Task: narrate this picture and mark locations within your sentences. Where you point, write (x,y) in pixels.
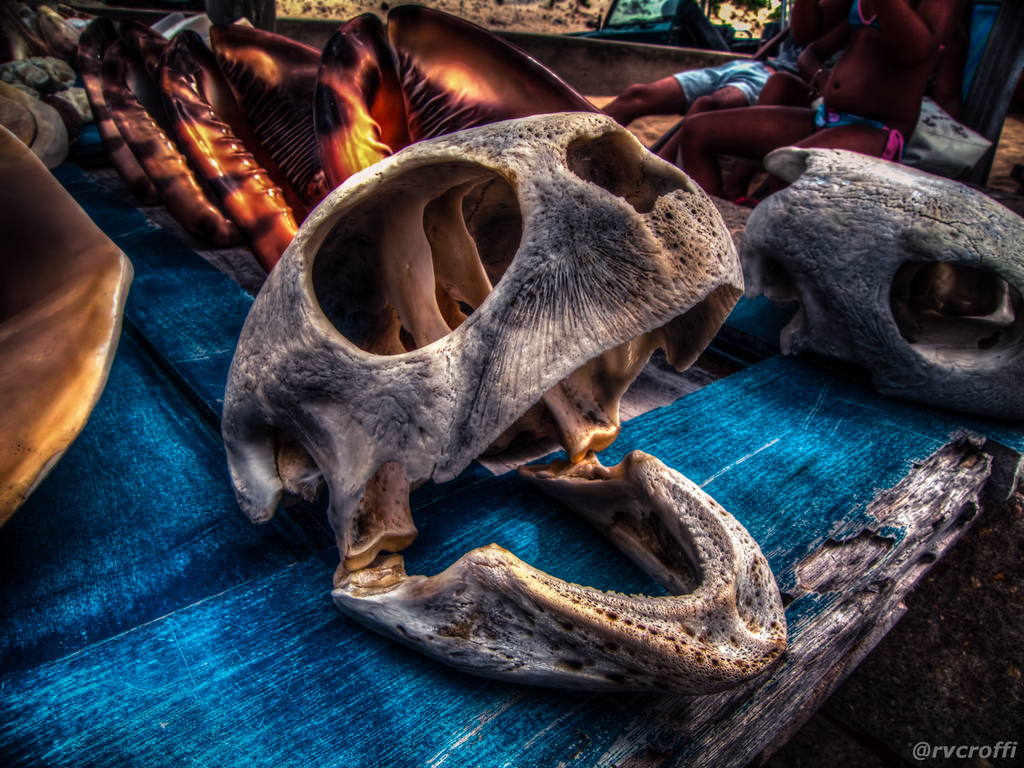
In this image, we can see skull (577,348) of an animal (987,334) and there are some people (720,78) sitting in the background (715,74).
